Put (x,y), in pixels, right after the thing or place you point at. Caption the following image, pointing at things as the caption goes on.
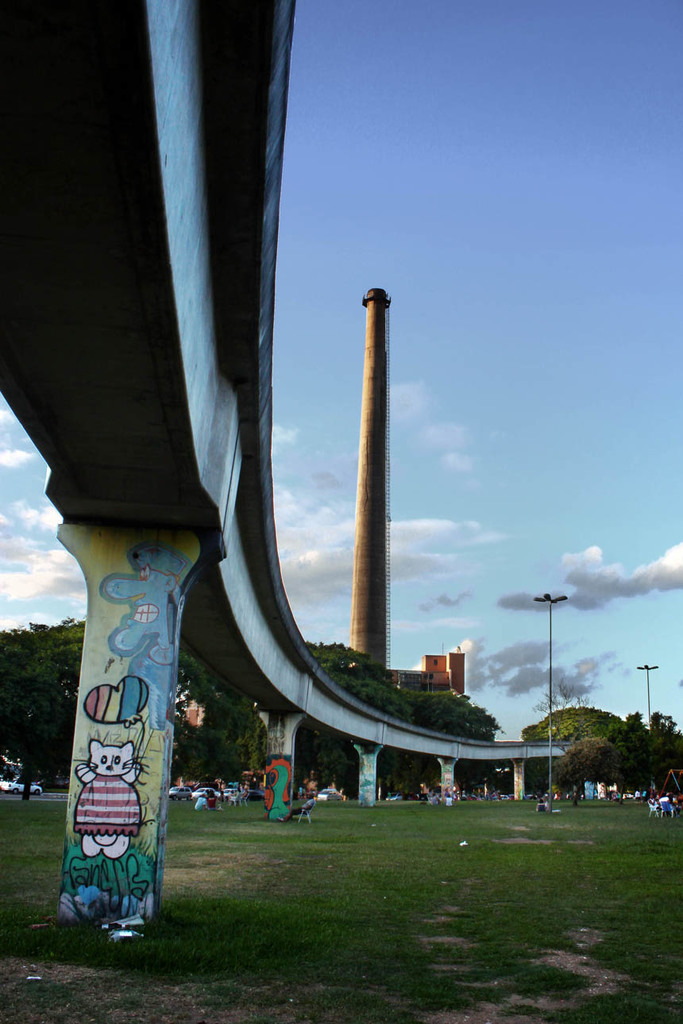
This is a flyover (483,750). These are the pillars (159,886). I think these are the streetlights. This looks like a tower (370,490). I can see the cars (197,791) on the road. These are the trees (440,712). I can see the painting (139,743) on the pillars (268,774).
